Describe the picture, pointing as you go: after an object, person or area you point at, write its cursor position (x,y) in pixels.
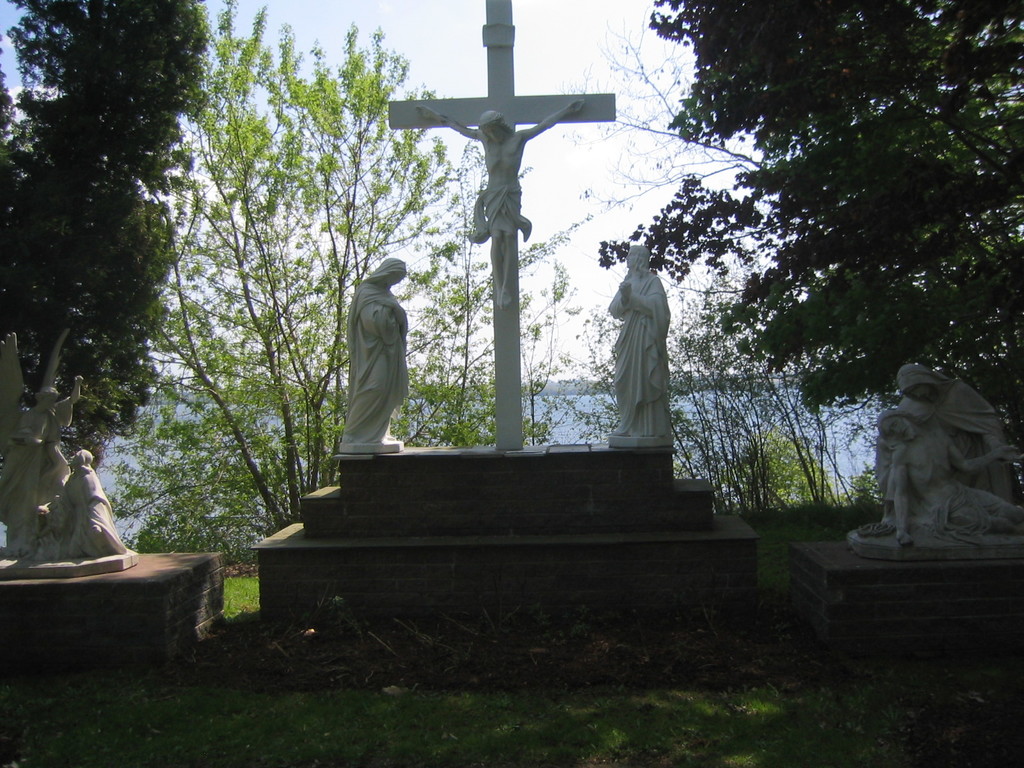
In this we can see statues (968,527) on platforms (451,573). On the ground (535,703) there is grass (736,699). In the back (827,304) there are many trees (12,186). In the background (556,413) there is water (556,413) and sky (435,57).
